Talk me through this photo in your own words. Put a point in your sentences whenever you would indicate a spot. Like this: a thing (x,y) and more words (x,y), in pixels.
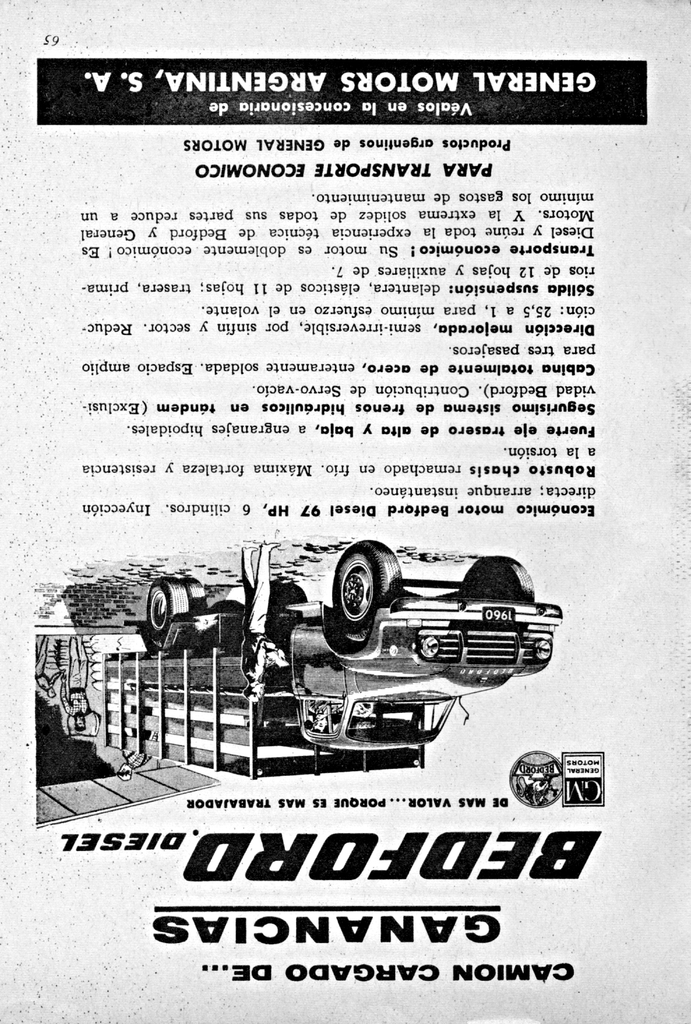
This is a poster having animated image (402,598) and black and white color texts (317,198). In this image, we can see there is a vehicle (378,553) and there are persons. And the background of this poster is white in color.
